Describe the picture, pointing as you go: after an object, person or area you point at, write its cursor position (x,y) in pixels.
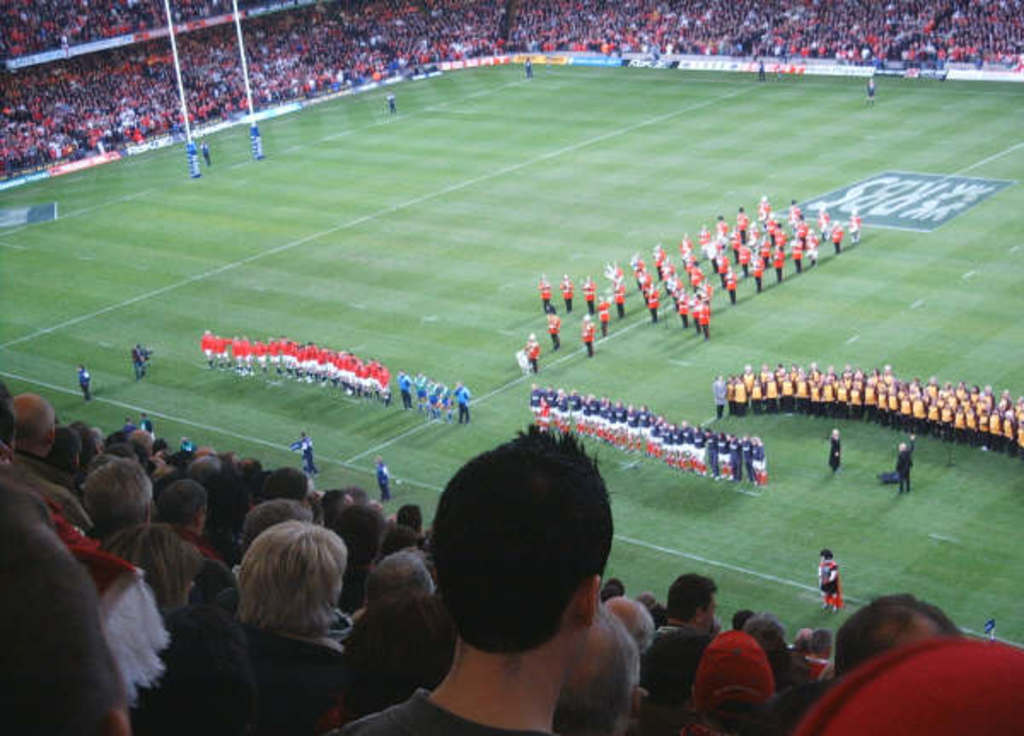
In the center of the image (648,296) we can see many persons (752,474) standing on the grass (540,324). At the bottom of the image (520,655) there is crowd (406,639). In the background (889,24) we can see chairs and crowd (704,6).
